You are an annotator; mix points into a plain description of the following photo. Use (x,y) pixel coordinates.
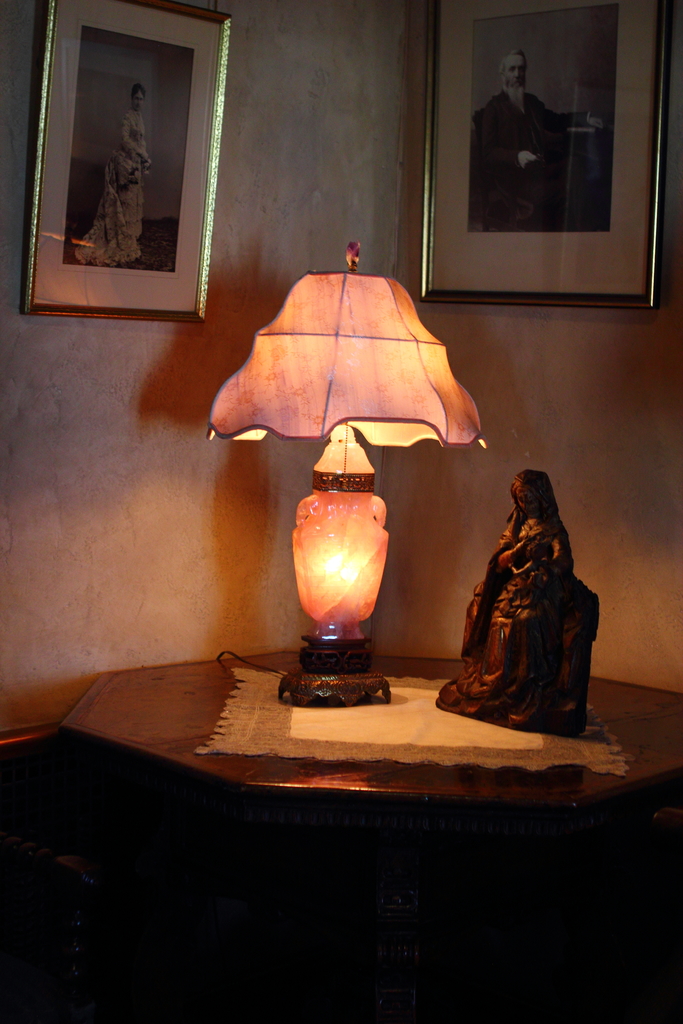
There is a lamp (351,598) on the table (207,719) in this picture. Beside the lamp (378,518) there is a sculpture (517,649). There are some photo frames (568,268) attached to the wall (351,146) here.
